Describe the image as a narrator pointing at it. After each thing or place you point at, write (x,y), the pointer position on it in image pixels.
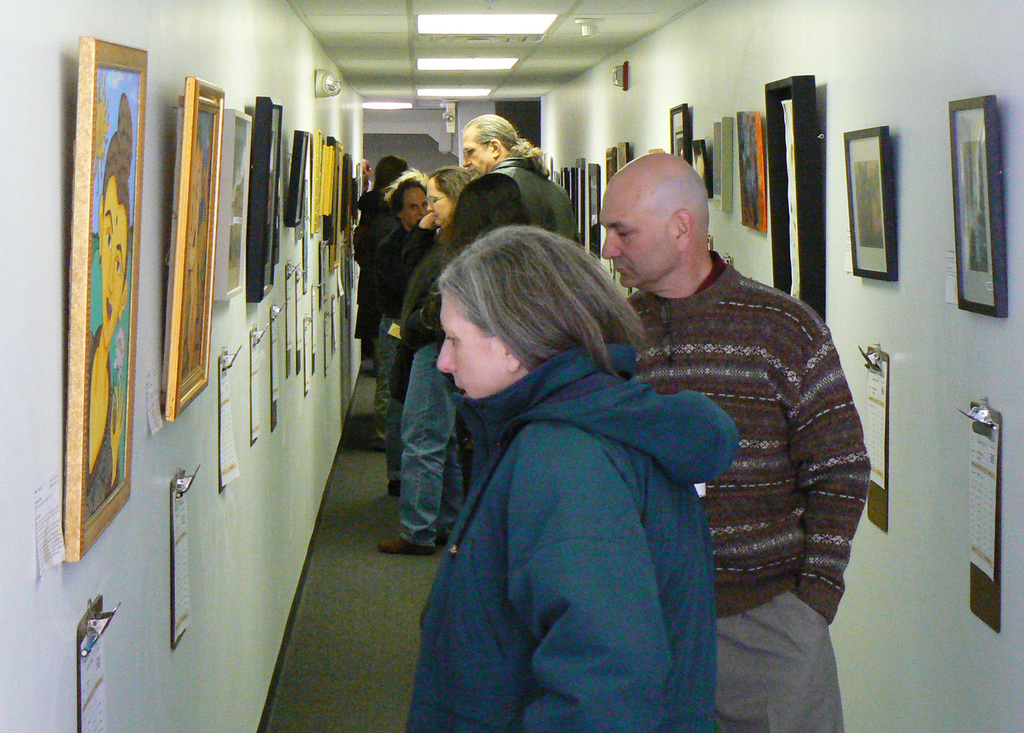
In this picture there are people (565,534) standing on the floor (395,567) and we can see frames (262,216), posters (967,227) and clipboards (978,540) on the walls (227,626). At the top (488,94) we can see lights (488,94) and ceiling (479,100).
